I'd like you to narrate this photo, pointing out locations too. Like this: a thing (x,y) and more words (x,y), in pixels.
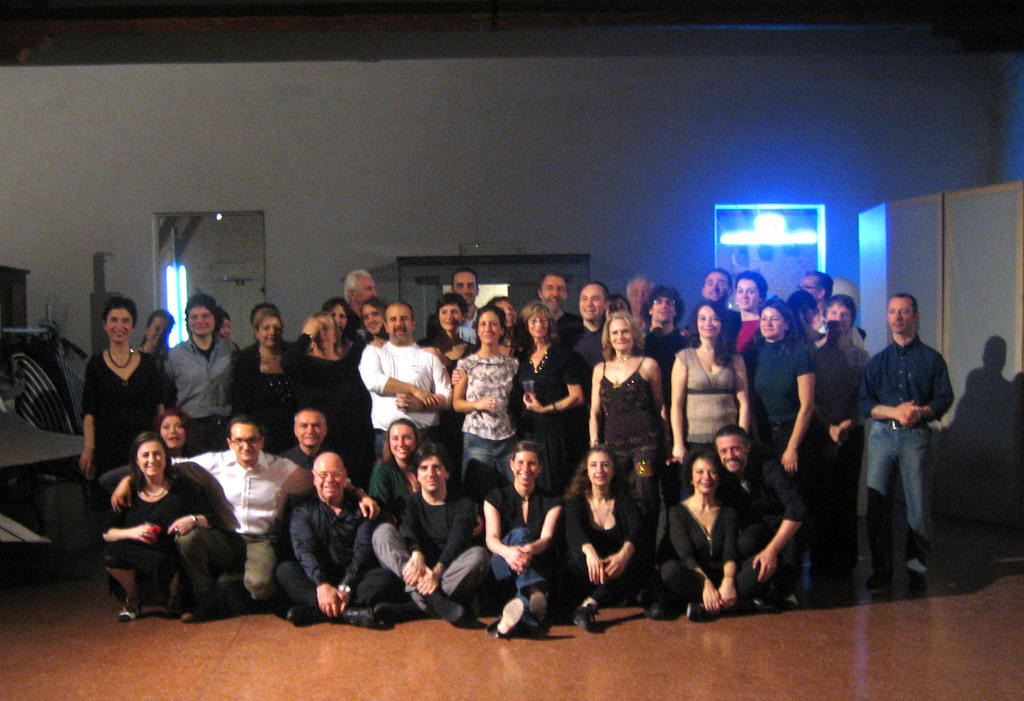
In this image, we can see a group of people (536,450). They are watching and smiling. Few people (592,480) are standing and sitting on the floor (1013,676). Background (602,217) we can see the wall (624,283) and lights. Here we can see few objects (10,378).
